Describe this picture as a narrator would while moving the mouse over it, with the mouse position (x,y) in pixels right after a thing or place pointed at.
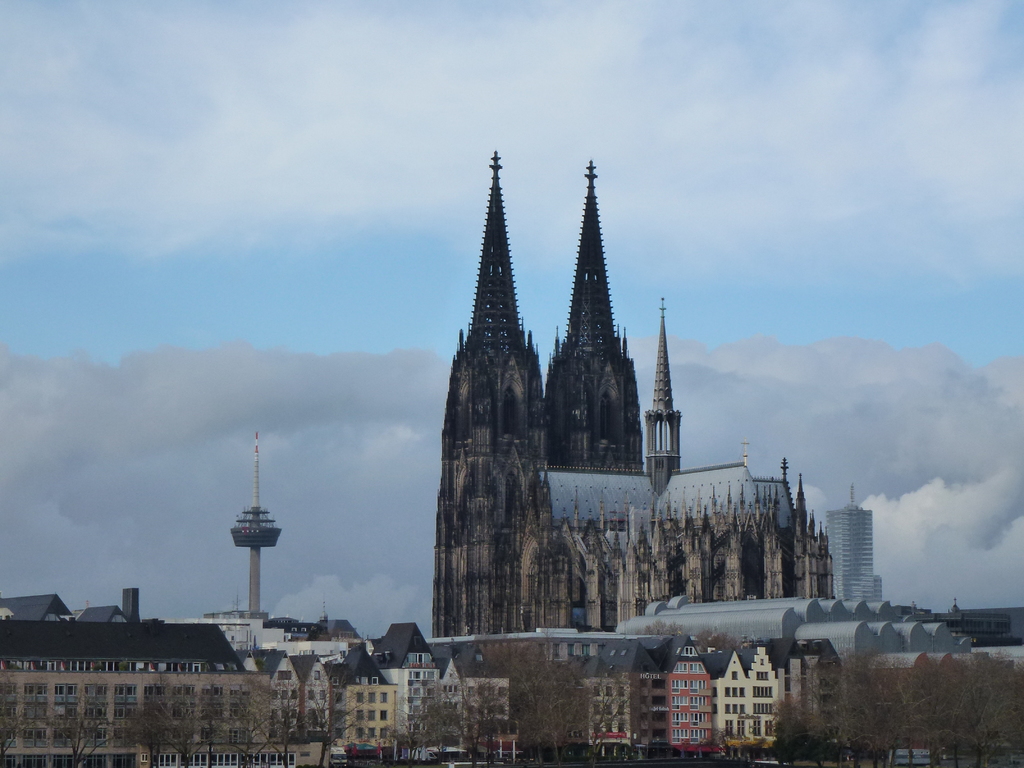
In this image we can see the buildings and towers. In front of the buildings (754,689) we can see the trees (876,673). In the background (753,232), we can see the cloudy sky (243,202).
